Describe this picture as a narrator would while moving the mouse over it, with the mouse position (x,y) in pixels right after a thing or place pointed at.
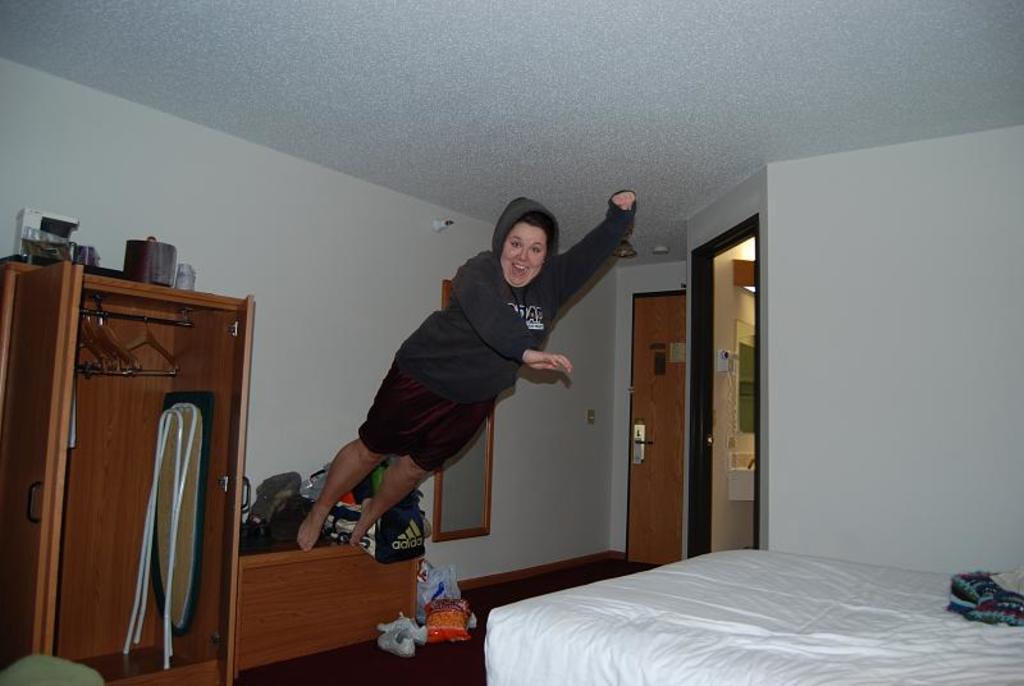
Inside this room (834,338) we can see a bed (663,615), cupboard (111,536), table (251,558) and person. Mirror (454,515) is on the wall (395,260). Above this table (334,564) and cupboard (88,479) there are objects (326,527). On the floor (408,663) there are things (442,600). This is wooden door (652,447) with handle (643,439).
